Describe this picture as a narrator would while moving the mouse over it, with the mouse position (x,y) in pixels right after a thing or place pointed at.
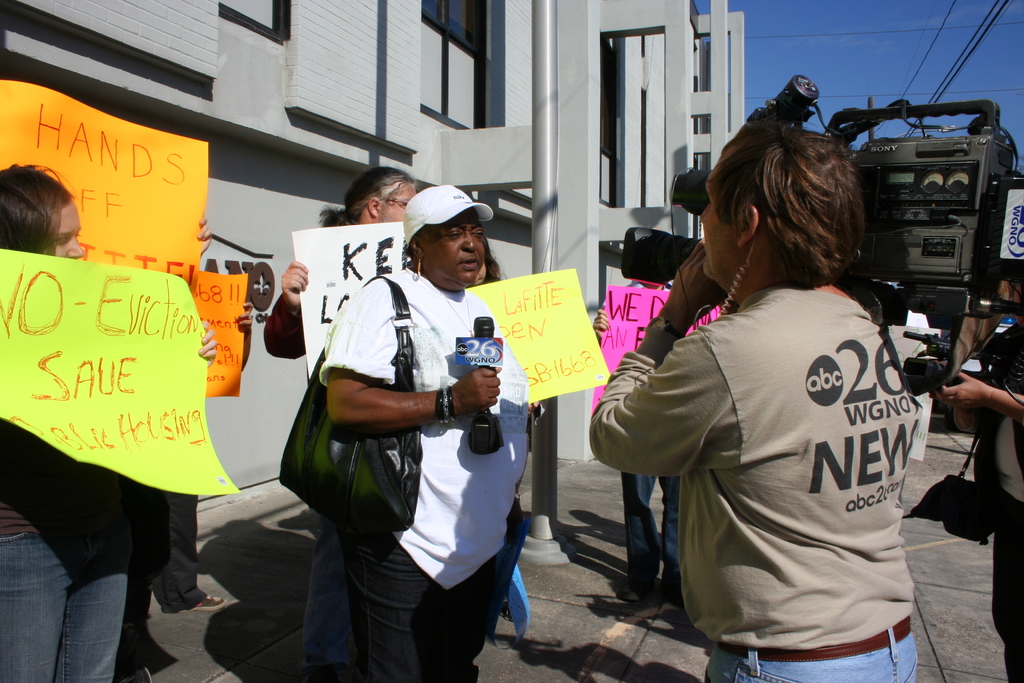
In this picture I can see group of people (464,422) are standing among them this person (439,420) is holding a microphone (487,367) and carrying a bag (377,475). This person (807,438) is holding a video camera (969,218) and other people (79,524) are holding placards (121,319) in their hands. In the background (553,61) I can see a building (524,110), a pole (539,167), wires (900,31) and the sky (782,81).
